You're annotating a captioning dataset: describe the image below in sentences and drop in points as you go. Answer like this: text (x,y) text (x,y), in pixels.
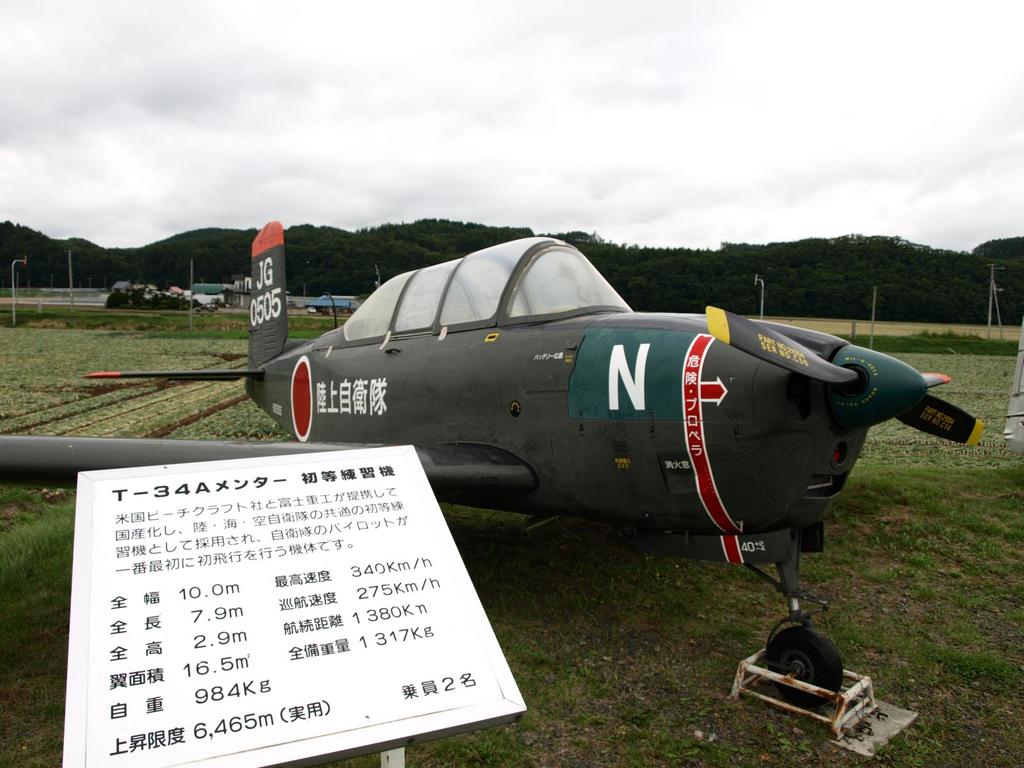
In this image we can see an aircraft (532,405) and there are vehicles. At the bottom (922,661) there is grass (639,694) and we can see a board (175,580). In the background (935,279) there are poles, hills (769,296) and sky (531,107).
